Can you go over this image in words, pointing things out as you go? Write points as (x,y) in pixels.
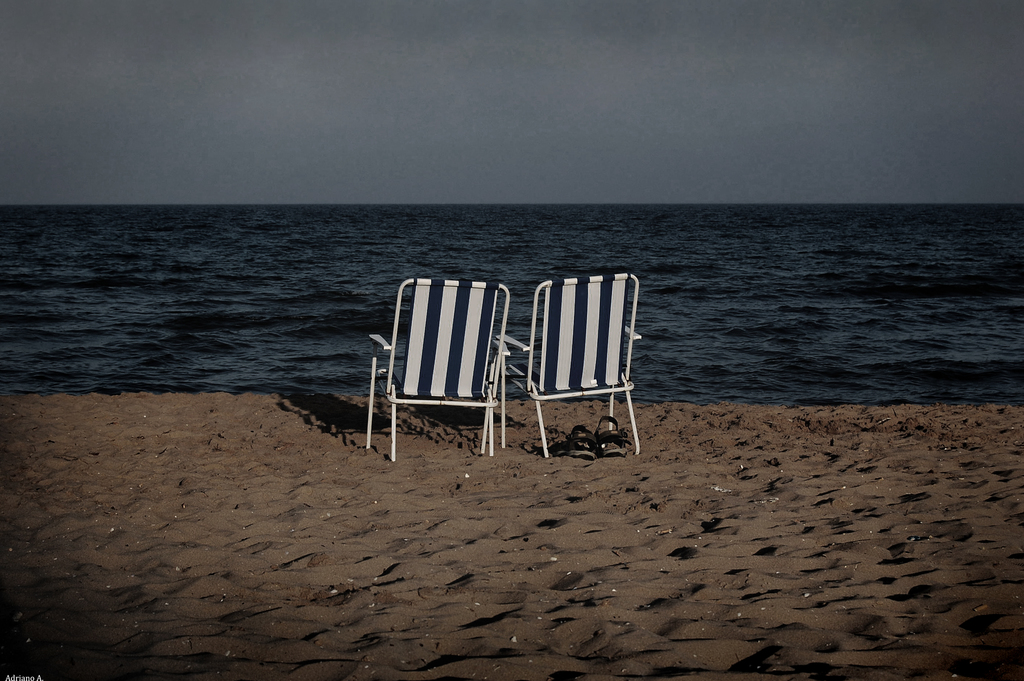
In this picture we can see two chairs (422,395) and a footwear (575,430) on sand (736,455) and in the background (813,335) we can see water (491,245), sky (642,78).
